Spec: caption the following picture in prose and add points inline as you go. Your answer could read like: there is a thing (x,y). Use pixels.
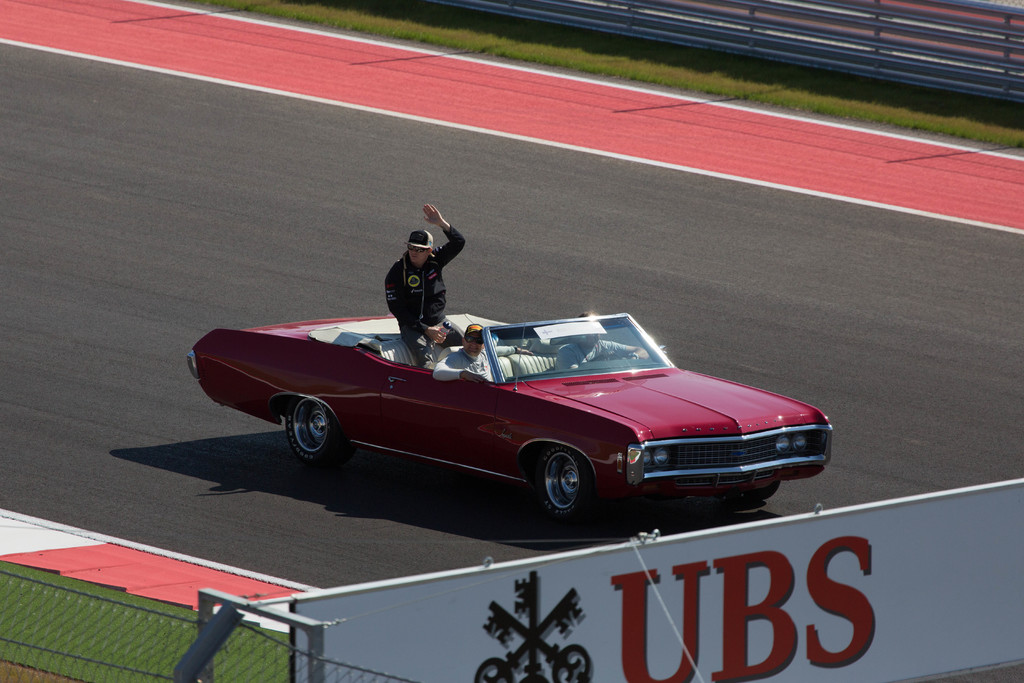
This picture might be taken outside of the city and it is sunny. In this image, in the middle (552,450), we can see a car (532,422), inside a car (507,407), we can see three persons (466,374) are sitting, we can also see a hoarding (710,679) in the middle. On the right side (1013,77), we can see a metal wall (897,78). On the left side (64,644), we can also see net fence (119,653). In the background (567,194), we can see a road (584,228), footpath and a grass (741,65).
